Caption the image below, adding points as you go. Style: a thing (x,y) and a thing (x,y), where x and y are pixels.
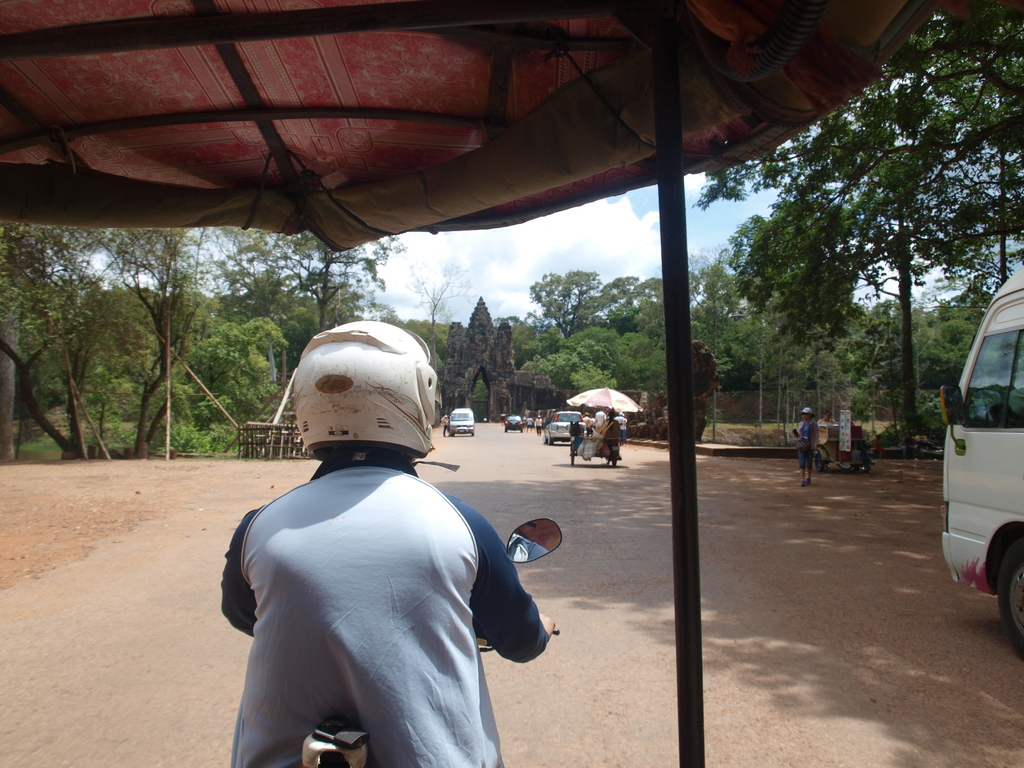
In this picture I can see there is a person (420,634) riding the two wheeler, he is wearing a helmet (353,386) and there is a van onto right side (1018,344). There are few people (584,422) walking in the backdrop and a person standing on the right side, there are few trees (253,387) and the sky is cloudy.
